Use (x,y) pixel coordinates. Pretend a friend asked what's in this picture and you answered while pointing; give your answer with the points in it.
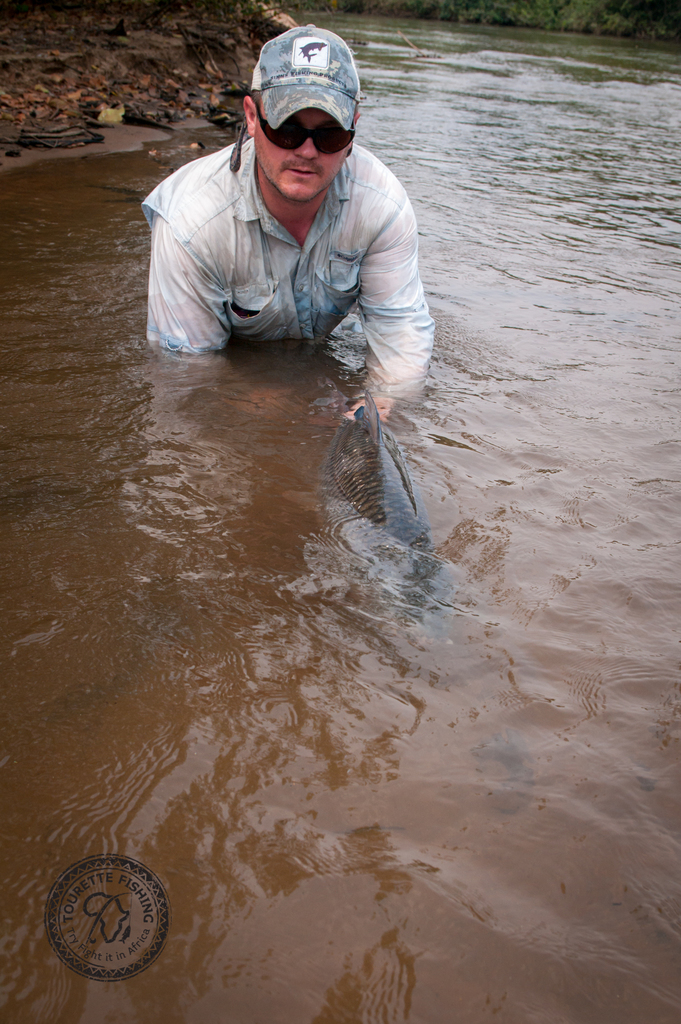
In this picture there is a man (265,166) at the top side of the image (398,331), by holding a fish (367,423) in his hands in the water (581,639).
